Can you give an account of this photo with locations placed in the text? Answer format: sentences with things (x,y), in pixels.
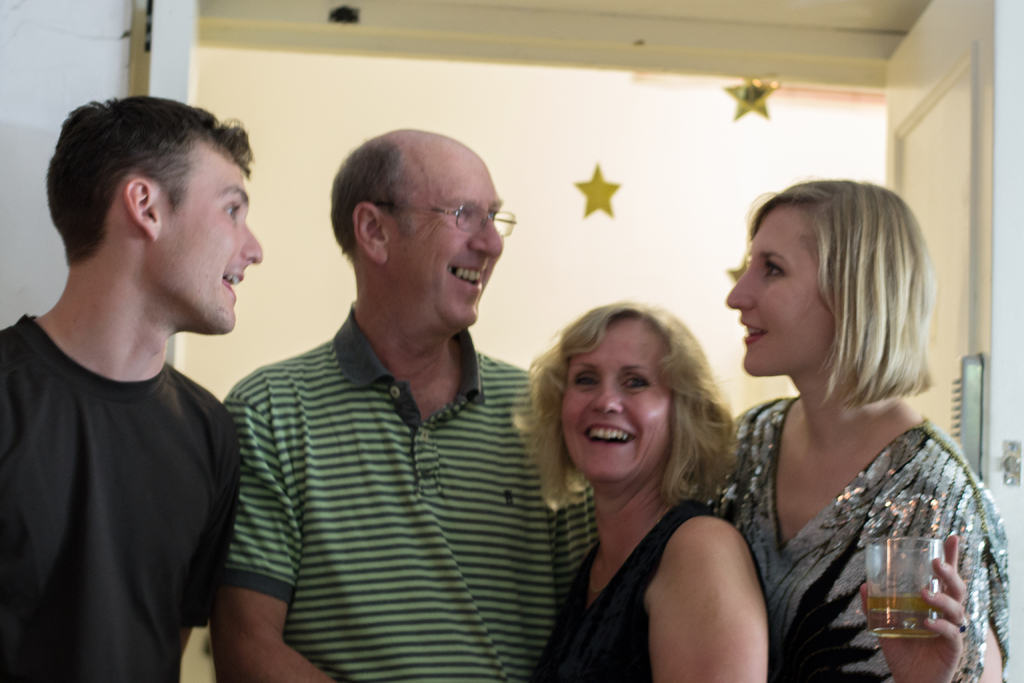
This image consists of four persons (454,403). Two women (657,463) and two men (244,390). On the right (829,530), the woman (843,611) is holding a glass of wine (911,573). In the background (302,113), there is a door (1016,244) and a wall (646,155).
